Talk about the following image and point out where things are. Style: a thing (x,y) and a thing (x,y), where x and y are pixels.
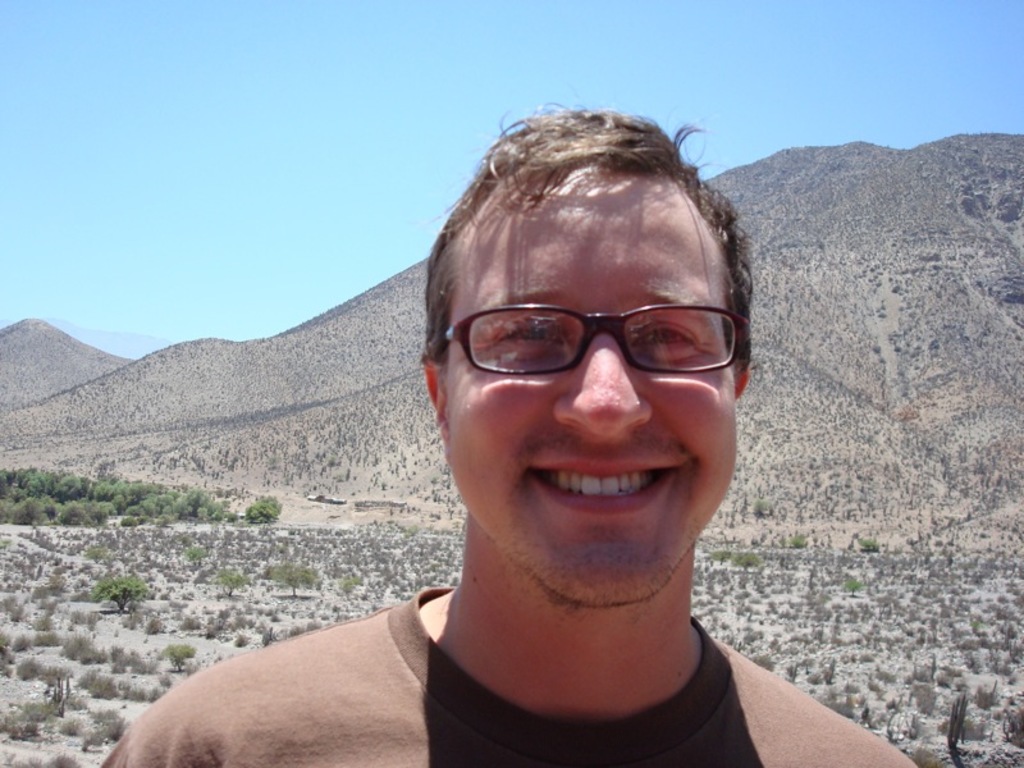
In this image we can see a person (470,622) wearing brown color T-shirt (496,718) and spectacles (685,335) is smiling. In the background (991,320), we can see trees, hills (973,352) and the blue color sky (438,176).
